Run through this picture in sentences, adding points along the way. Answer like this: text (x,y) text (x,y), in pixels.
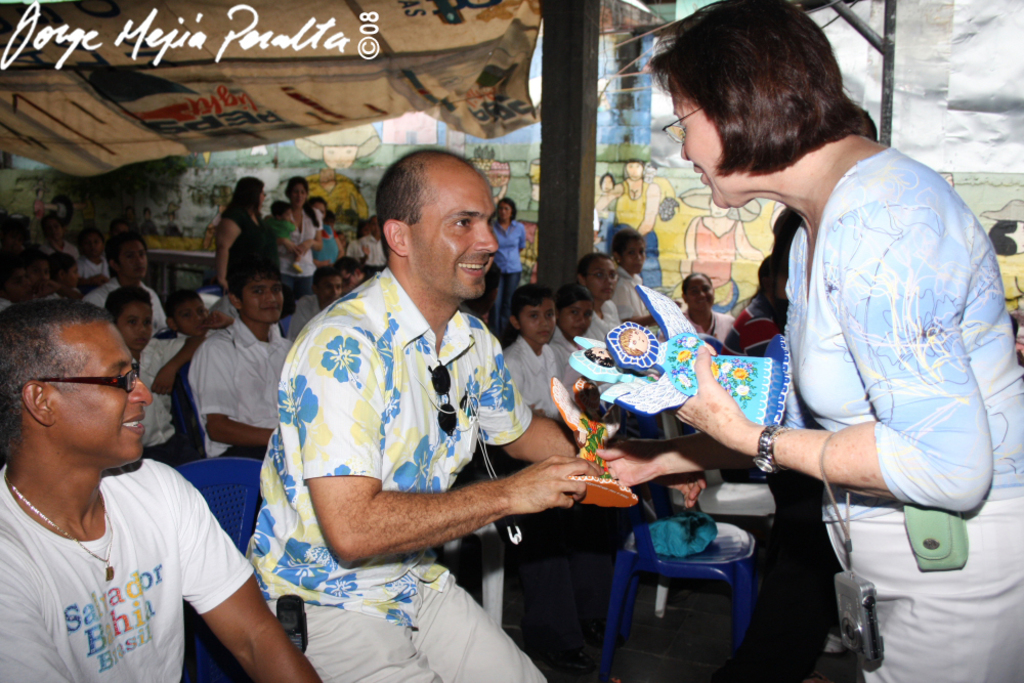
I can see the woman (893,493) standing and holding painted figurines (695,367) in her hand (704,382). I can see group of people (60,357) sitting on the chairs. This is the man (397,420) smiling. This looks like a wooden pillar (557,203). This is the wall (632,193) with the painting (517,165) on it. I think this is the cloth (250,94) hanging. I can see the watermark (340,47) on the image.
